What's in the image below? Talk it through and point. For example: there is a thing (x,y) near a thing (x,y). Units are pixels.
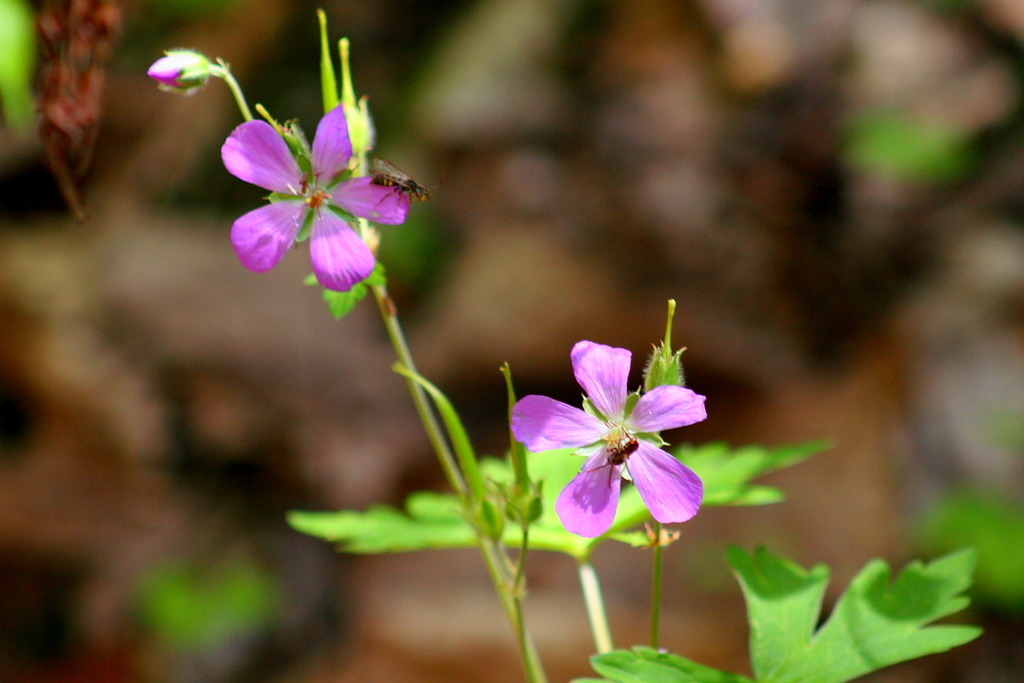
The picture consists of flowers (532,434), leaves (565,479), stems (238,89) and insects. The background (112,294) is blurred.
